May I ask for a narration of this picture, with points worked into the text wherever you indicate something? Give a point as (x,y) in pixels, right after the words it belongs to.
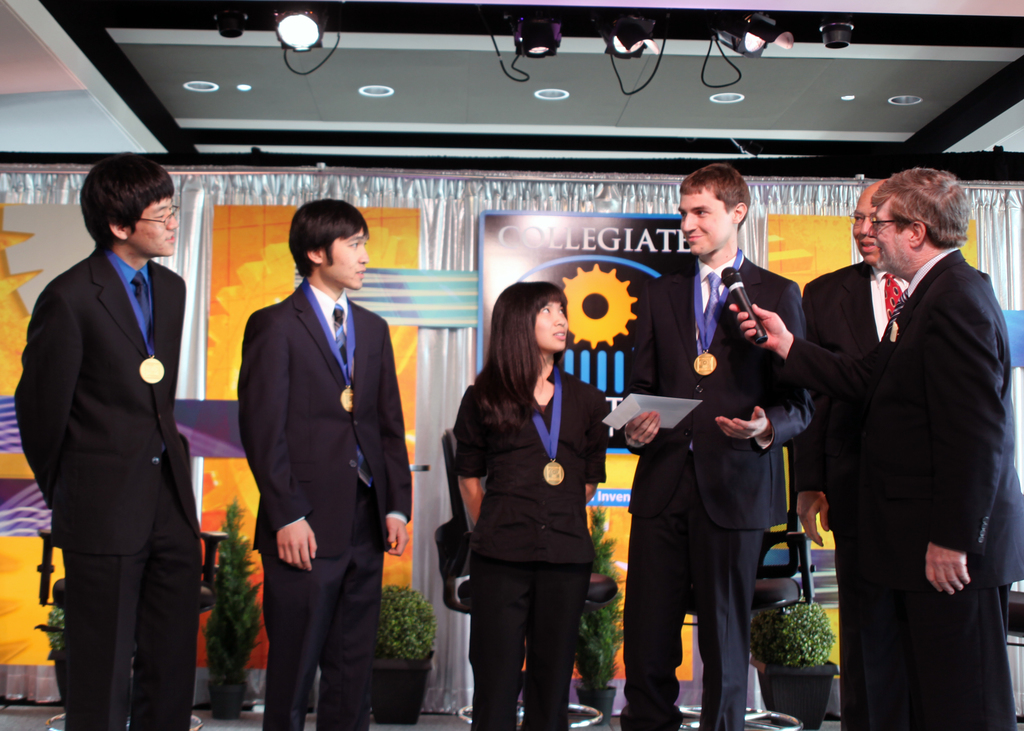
In the image we can see there are people (543,340) standing and they are wearing formal suit (102,422). There are 4 people (490,403) wearing medals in their neck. Behind there are curtains (439,260) and there are banners (55,252) on the curtain (847,185). There are plants (234,530) kept on the pot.
